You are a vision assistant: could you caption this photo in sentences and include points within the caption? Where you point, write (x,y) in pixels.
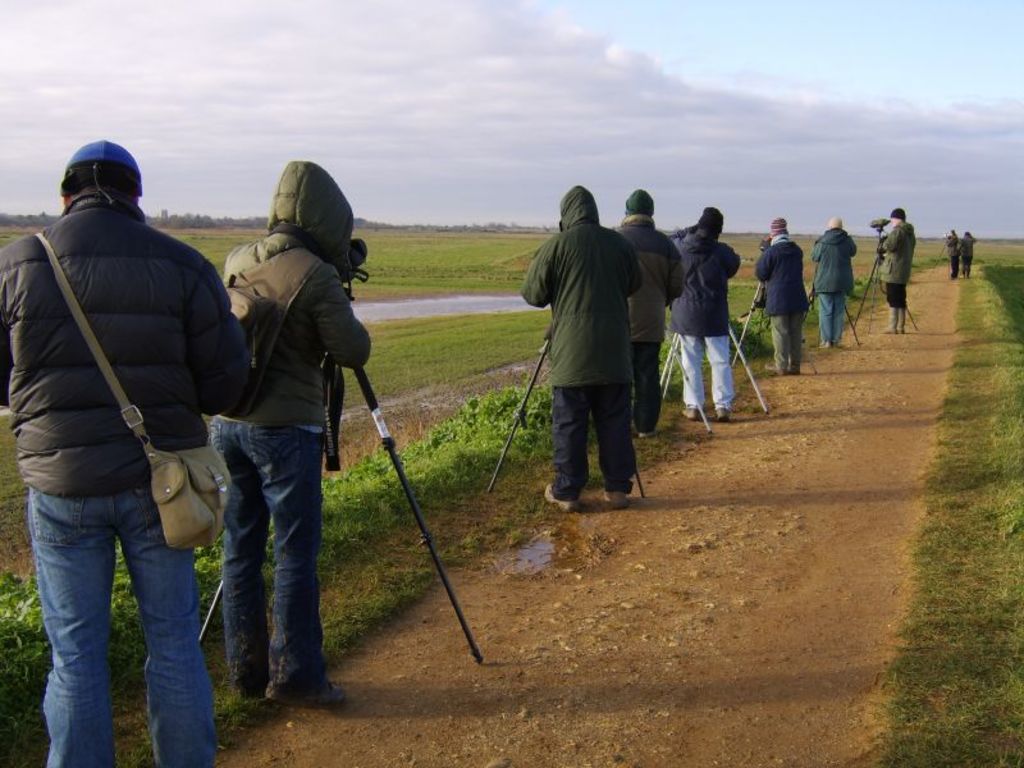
In this image few persons (37,400) are standing on the path (750,548). They are wearing jackets (124,357). There are few stands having cameras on it which are on the land (702,587). Beside the path (884,316) there is grassland (363,452) having some water (388,310). Left side (14,218) there are few trees (208,220). Top of image (448,97) there is sky (719,90).
